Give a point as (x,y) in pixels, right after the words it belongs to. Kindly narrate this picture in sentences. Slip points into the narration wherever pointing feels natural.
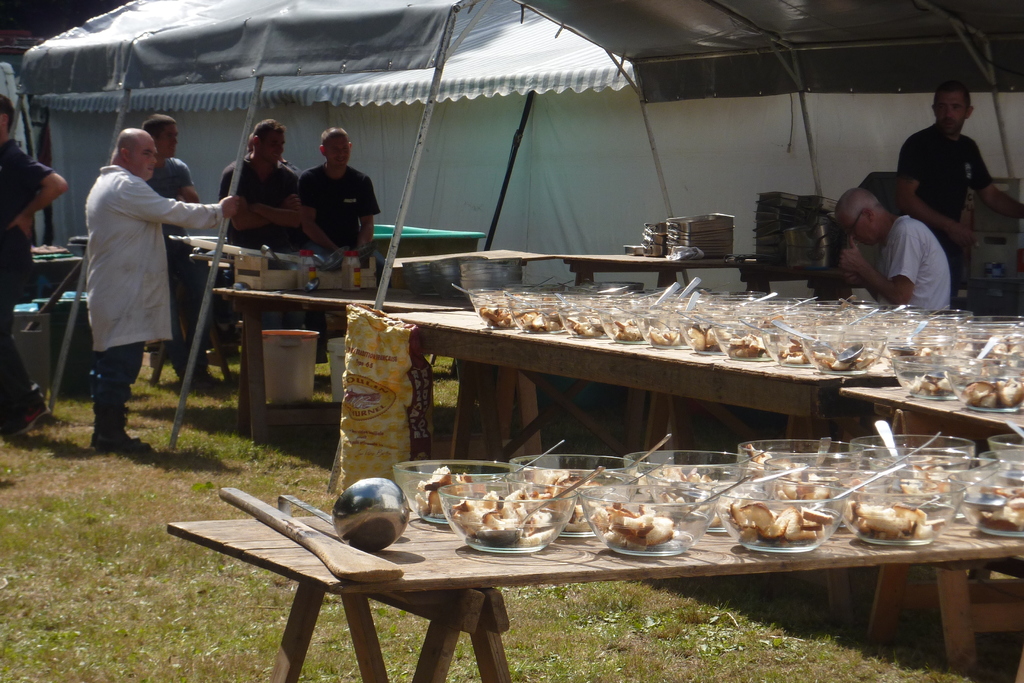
On a table (711,542) there is a food item (655,541) kept in each bowl (783,487) and some people (175,288) are standing around the table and a man (906,270) is sitting behind the table (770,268) and in front of him there are some vessels (760,219), all the arrangement is done in an open area (204,550) on the grass (23,534).
